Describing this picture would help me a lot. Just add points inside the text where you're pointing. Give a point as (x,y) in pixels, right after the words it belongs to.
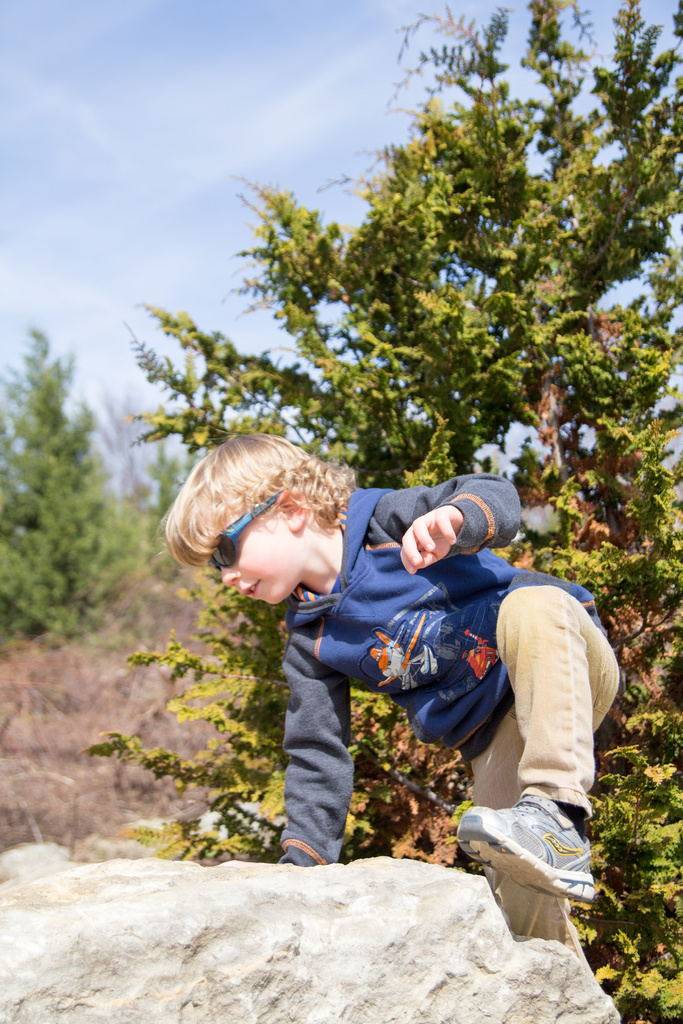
In this image we can see a child (447,554) wearing blue color T-shirt (396,697), glasses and shoes (569,864) is climbing the rock (523,1001). In the background (106,557), we can see trees (340,284) and the sky (137,48) with clouds (320,89) in the background (191,28).
